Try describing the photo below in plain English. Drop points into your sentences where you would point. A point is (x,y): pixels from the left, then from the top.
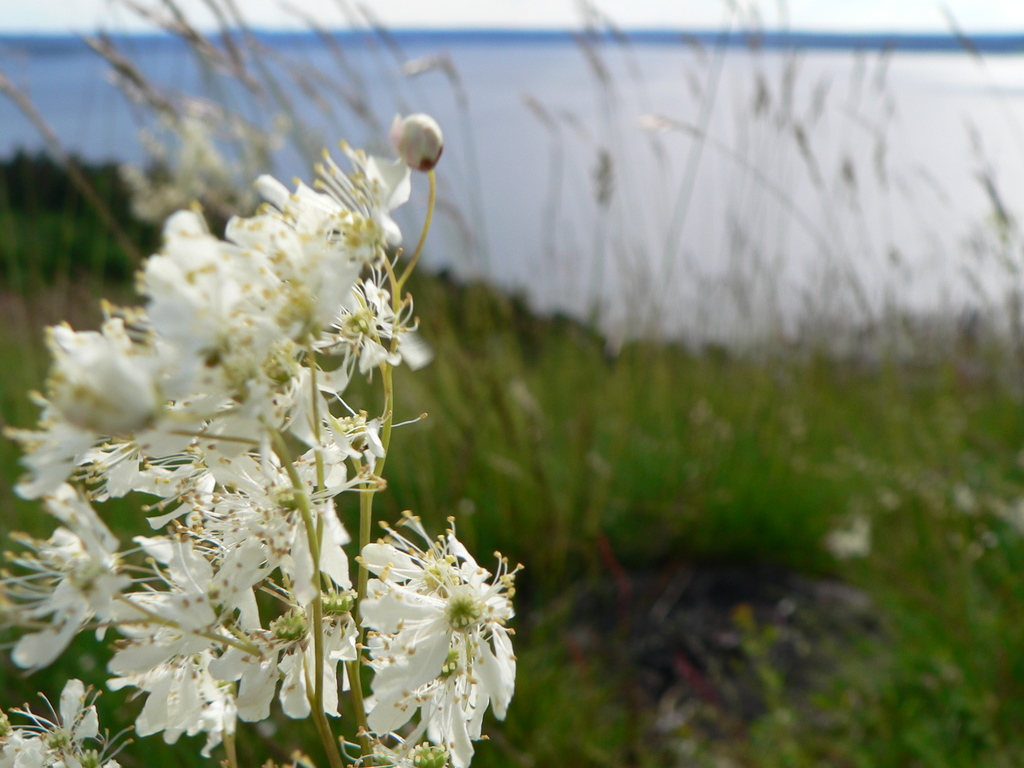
In this image in the front (270,423) there are flowers (270,423) which are white in colour. In the background (646,395) there is grass (599,382) and in the center (627,447), there are plants (738,752) and there is an ocean (645,101) in the background (647,92).
